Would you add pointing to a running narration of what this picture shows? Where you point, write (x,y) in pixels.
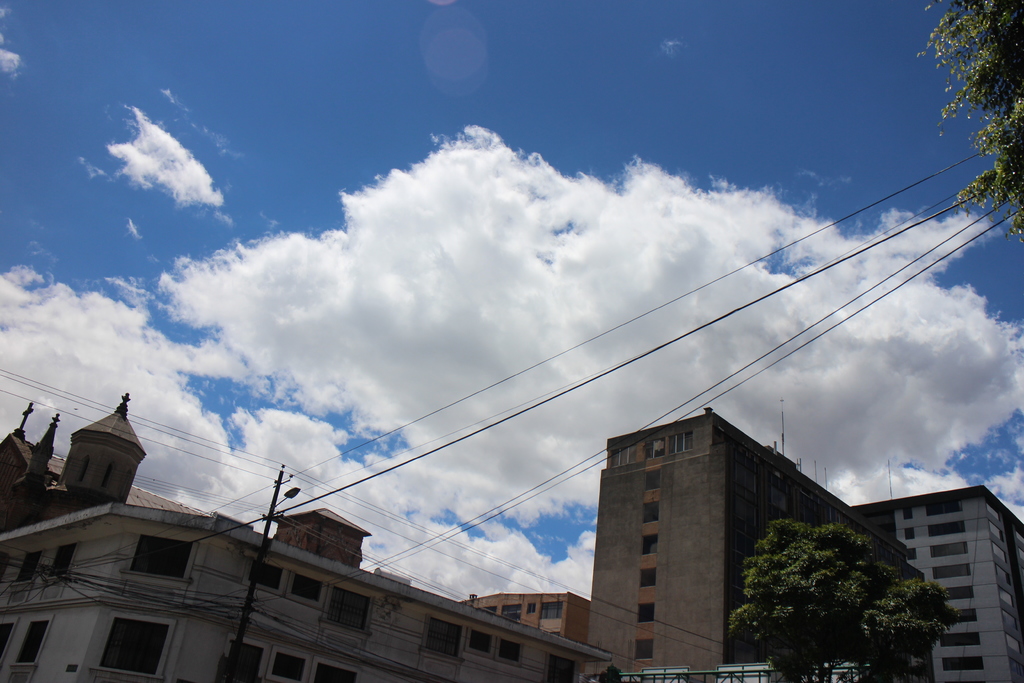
In this image I can see few buildings (46,680), windows (268,584), trees (826,616), current-poles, wires (286,622), light poles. The sky (653,269) is in blue and white color.
